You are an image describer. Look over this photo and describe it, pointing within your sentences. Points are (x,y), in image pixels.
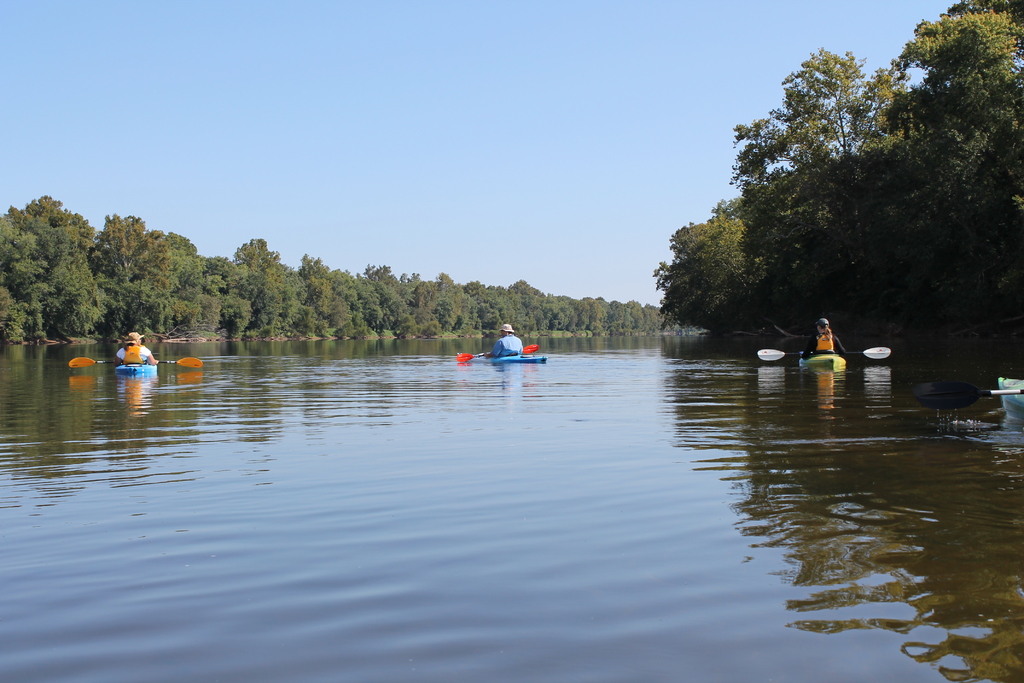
In this image we can see there is a boat (829,364) on the water (424,366) and there are people (127,360) sitting on the boat (151,367) and holding a paddle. At the side there are trees (433,307) and the sky (553,92).
